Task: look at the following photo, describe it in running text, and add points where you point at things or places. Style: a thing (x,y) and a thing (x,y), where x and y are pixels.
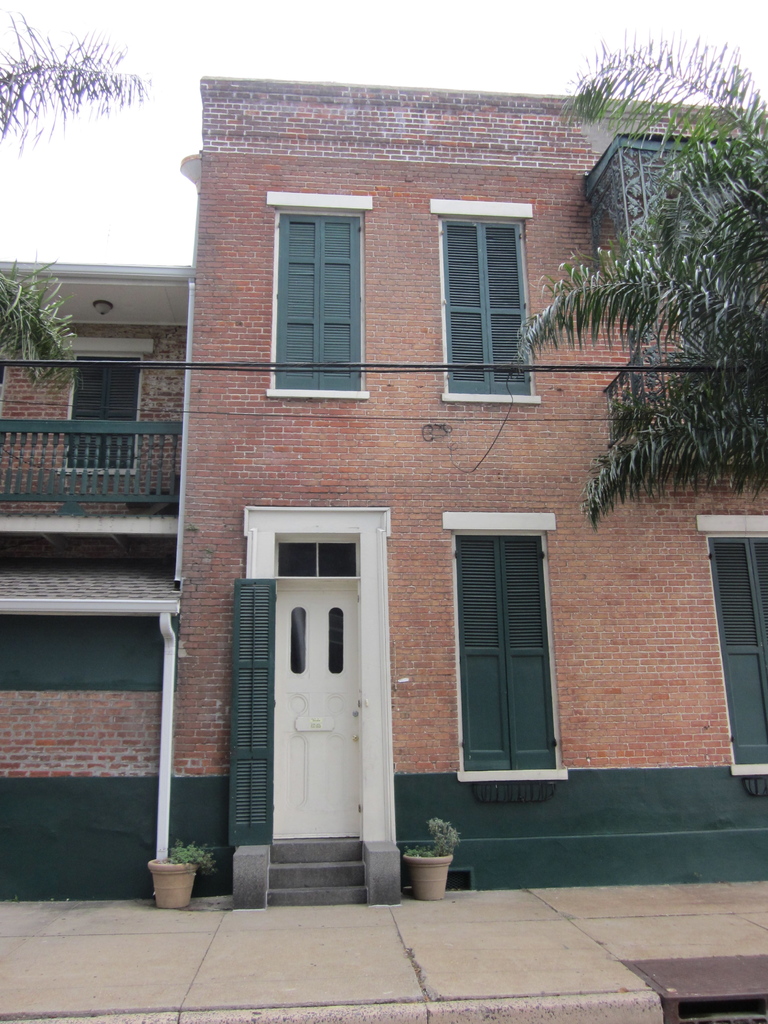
In this image there is a building (405,619). In front of the building (466,585) there are trees (752,454) and plants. In the background of the image (408,54) there is sky (455,32).
